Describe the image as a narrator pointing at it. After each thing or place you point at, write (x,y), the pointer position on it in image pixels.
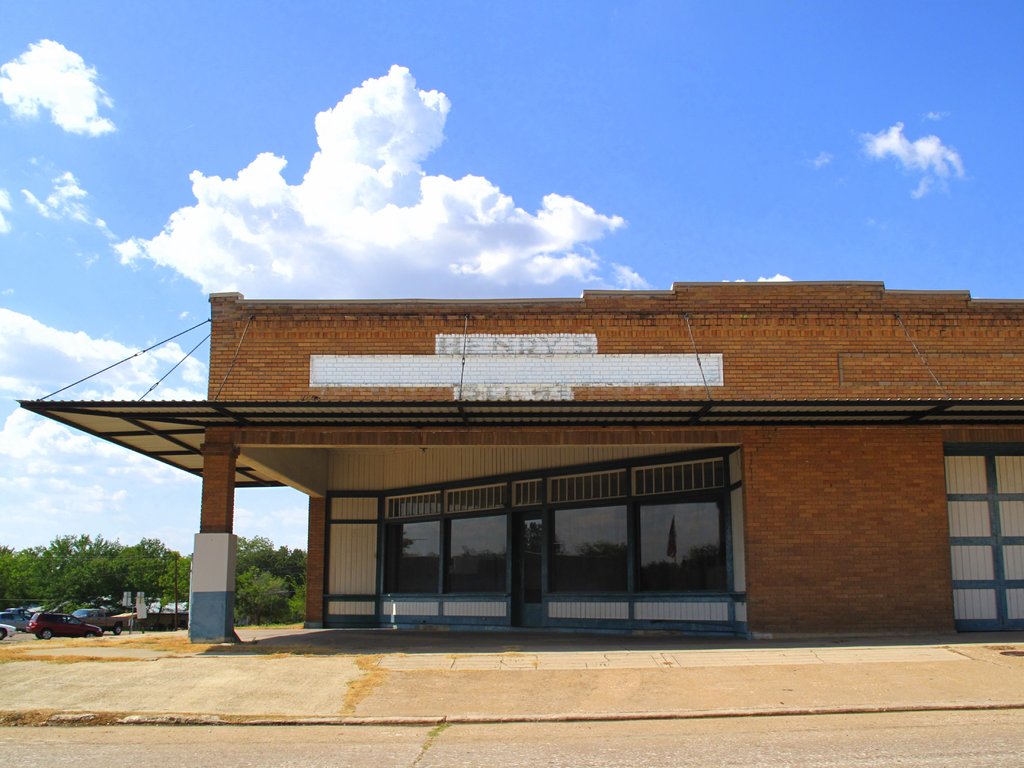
In this image we can see the road (543,734), brick buildings (845,581), glass windows (663,574), vehicles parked here, trees (134,574) and the blue color sky (785,153) in the background (466,126).
